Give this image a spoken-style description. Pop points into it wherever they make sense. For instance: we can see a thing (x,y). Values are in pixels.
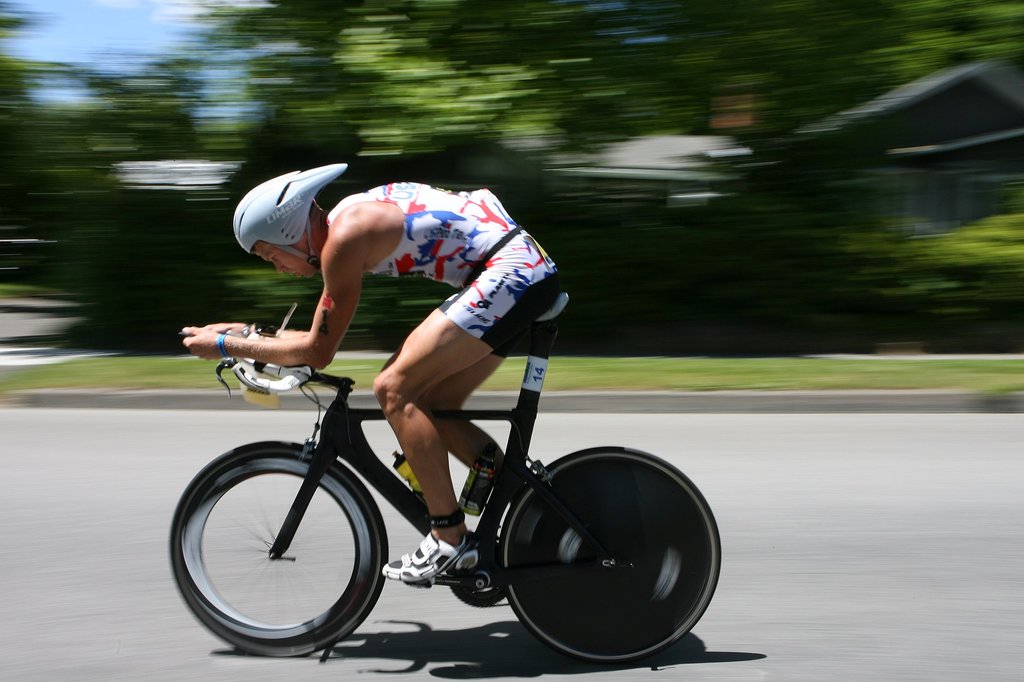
In the foreground (256,231), a person (264,243) is riding a bicycle (337,490), who is wearing ash color helmet (265,219). In the background (73,160) trees (440,113) are visible and sky (126,39) visible of blue in color and houses (693,203) are there. In the middle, grass (687,379) is visible. This image is taken on the road (226,421) during day time.
